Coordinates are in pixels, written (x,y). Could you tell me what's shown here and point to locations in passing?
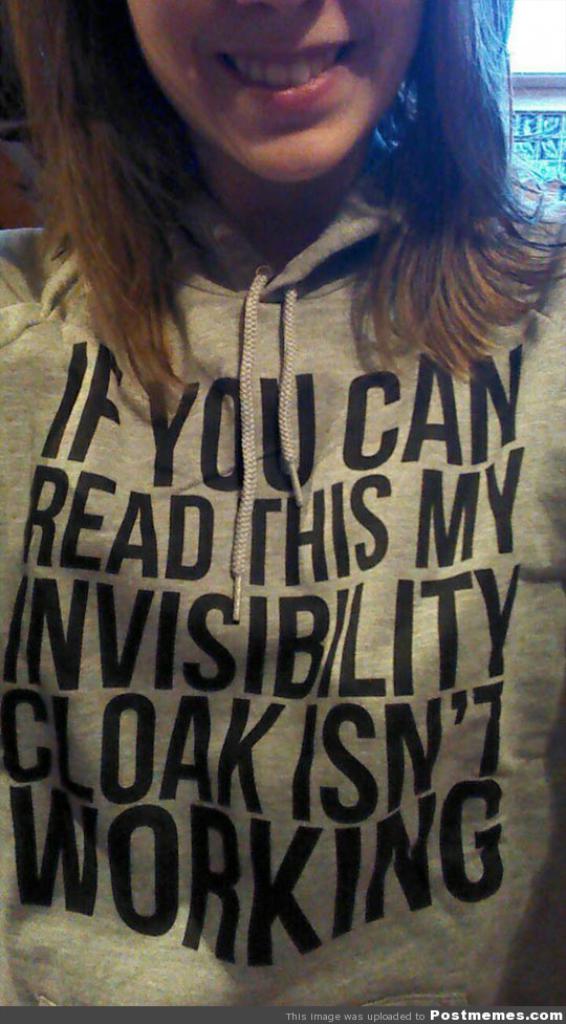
In the picture I can see a woman (332,405) wearing hoodie (332,783) on which I can see some text (13,726) is printed. Here I can see the watermark (400,1011) at the bottom of the image (375,1013).
